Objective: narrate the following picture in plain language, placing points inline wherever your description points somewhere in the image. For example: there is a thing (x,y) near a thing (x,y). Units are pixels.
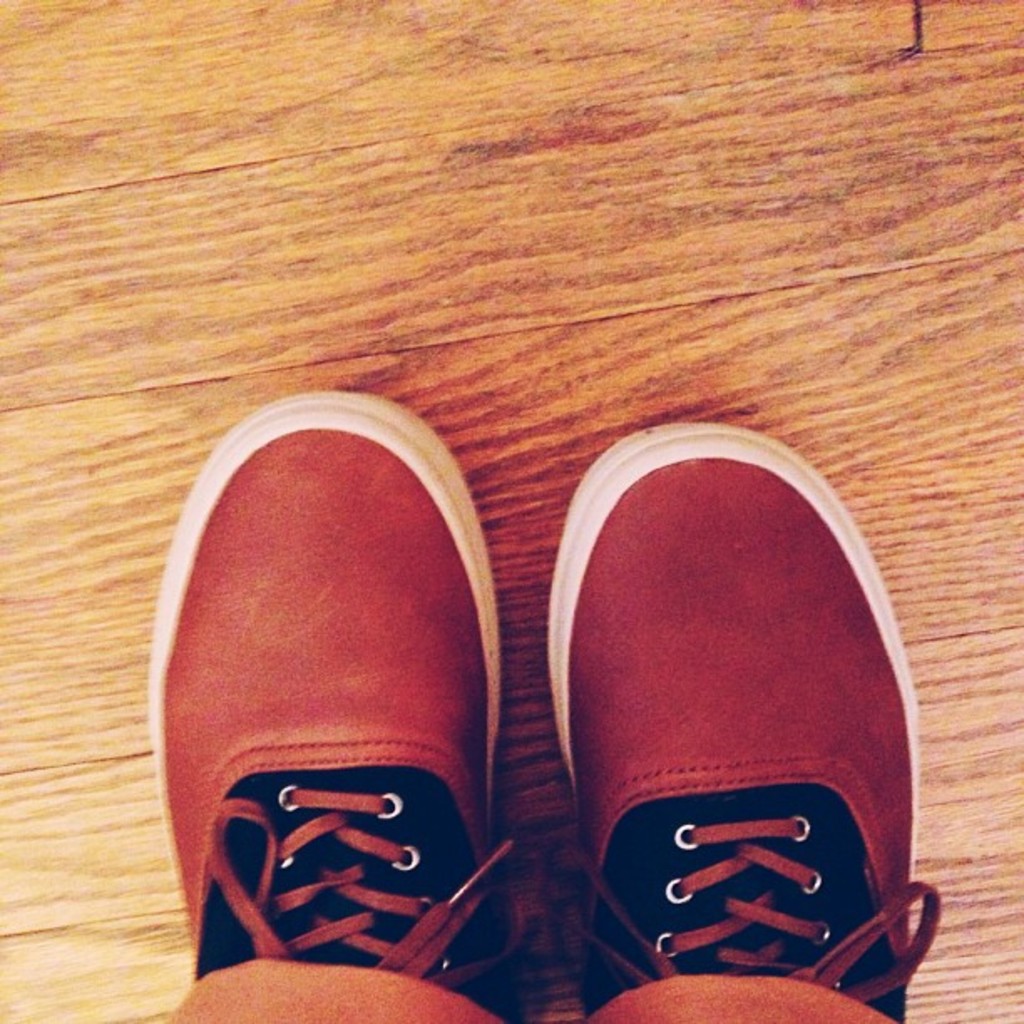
In this image I can see the footwear (464,677) in brown and black color. They are on the brown color surface (600,209).
